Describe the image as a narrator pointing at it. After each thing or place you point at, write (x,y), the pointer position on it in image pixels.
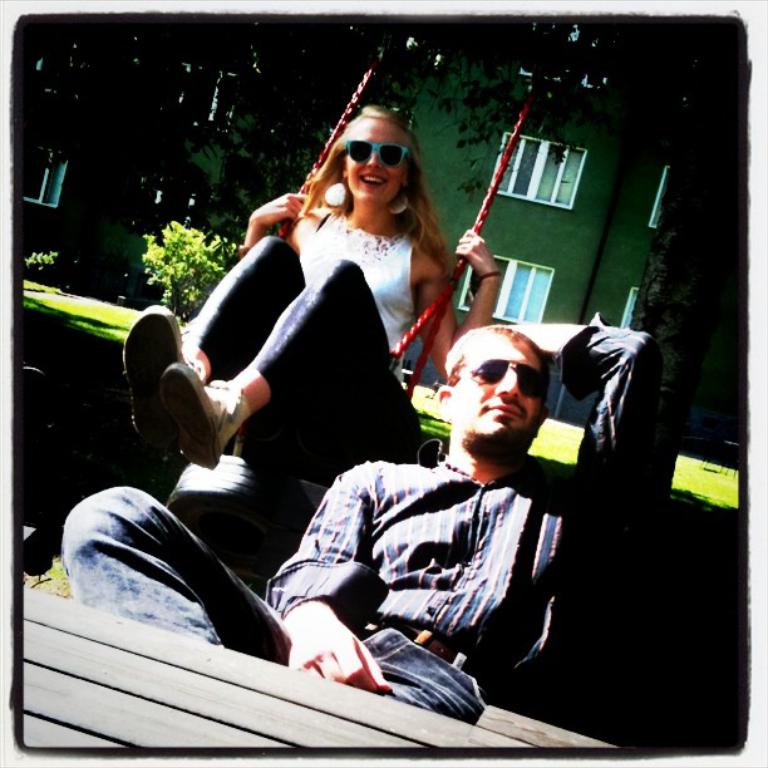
In this image we can see two persons (482,412), one of them is sitting on the bench (49,738) and the other person (328,401) is sitting on the swing (488,194), behind them there is a building (582,206), some plants (161,271), and a tree (112,41).
